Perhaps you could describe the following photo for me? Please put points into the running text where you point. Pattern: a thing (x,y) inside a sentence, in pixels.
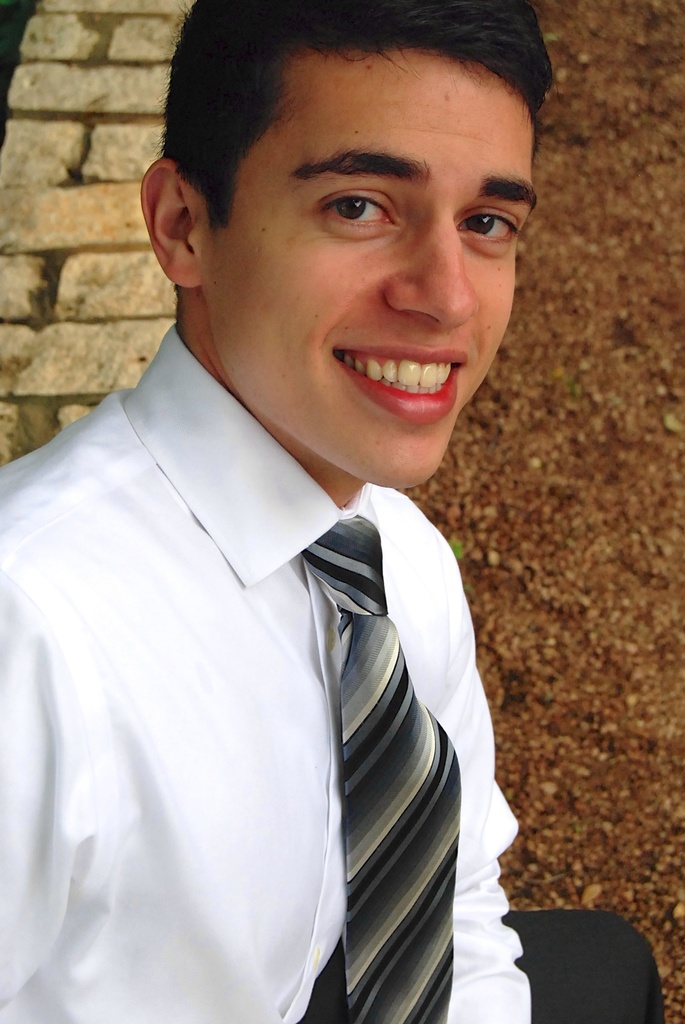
In this image we can see a man (190,661). He is wearing white color with tie (399,763). Behind bricks (80,211) are there.
